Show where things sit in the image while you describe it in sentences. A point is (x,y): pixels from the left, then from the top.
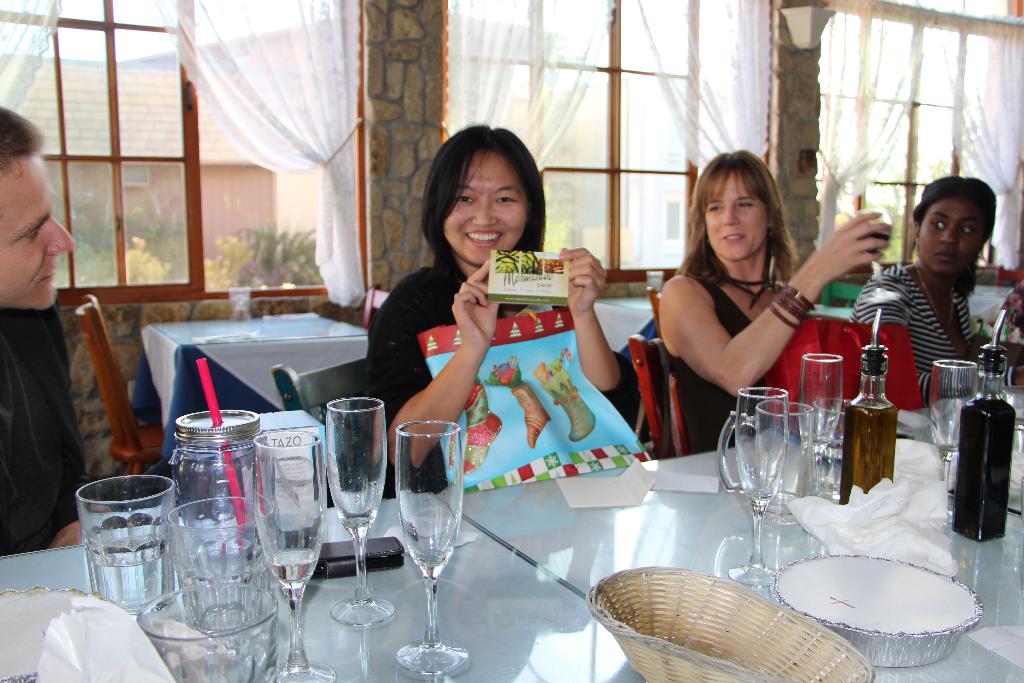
In this image there are dining table (903,431) around it there are chairs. On chairs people (459,272) are sitting. This lady (474,236) is holding a packet (536,317) she is smiling beside her a lady (761,238) is holding a glass (866,241). On the table (655,496) there are glasses (773,416), bottles (883,394), plate (875,566), basket (645,632), mug (204,486). In the background (272,287) there are windows (933,99), curtains (348,56). Through the glass window (176,147) we can see outside there are plants (219,249) and building (227,166).
